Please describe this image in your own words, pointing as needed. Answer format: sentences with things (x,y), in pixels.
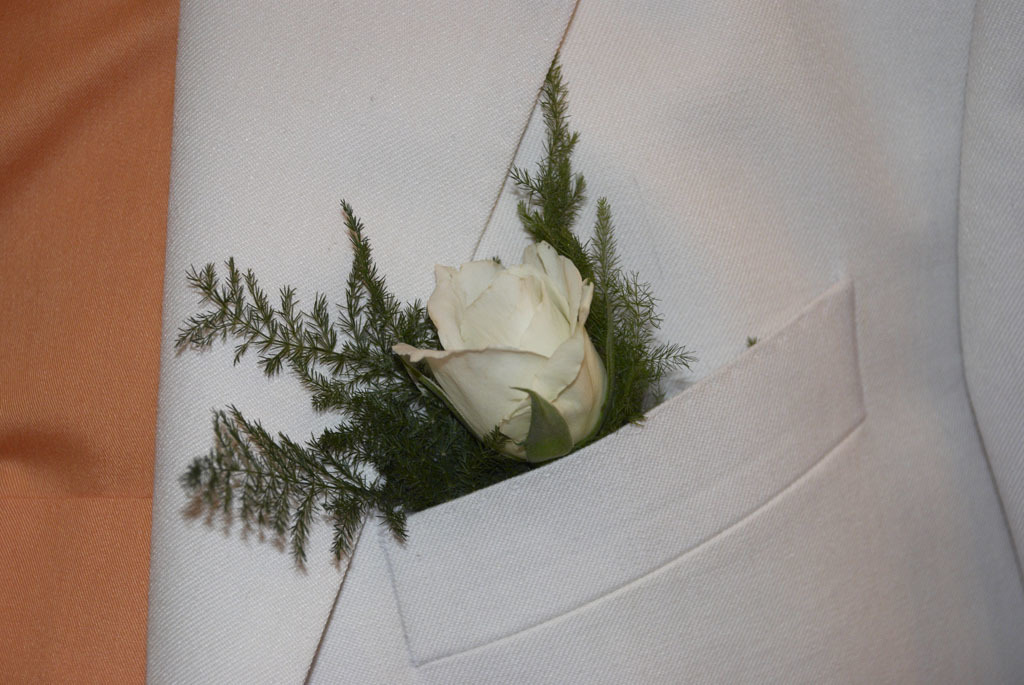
In the center of the image (631,434) there is a pocket (582,586) of a jacket (691,372). In the pocket (677,500), we can see leaves (513,466) with a flower (523,427). On the left side of the image (131,82), we can see one orange color object (116,301).
